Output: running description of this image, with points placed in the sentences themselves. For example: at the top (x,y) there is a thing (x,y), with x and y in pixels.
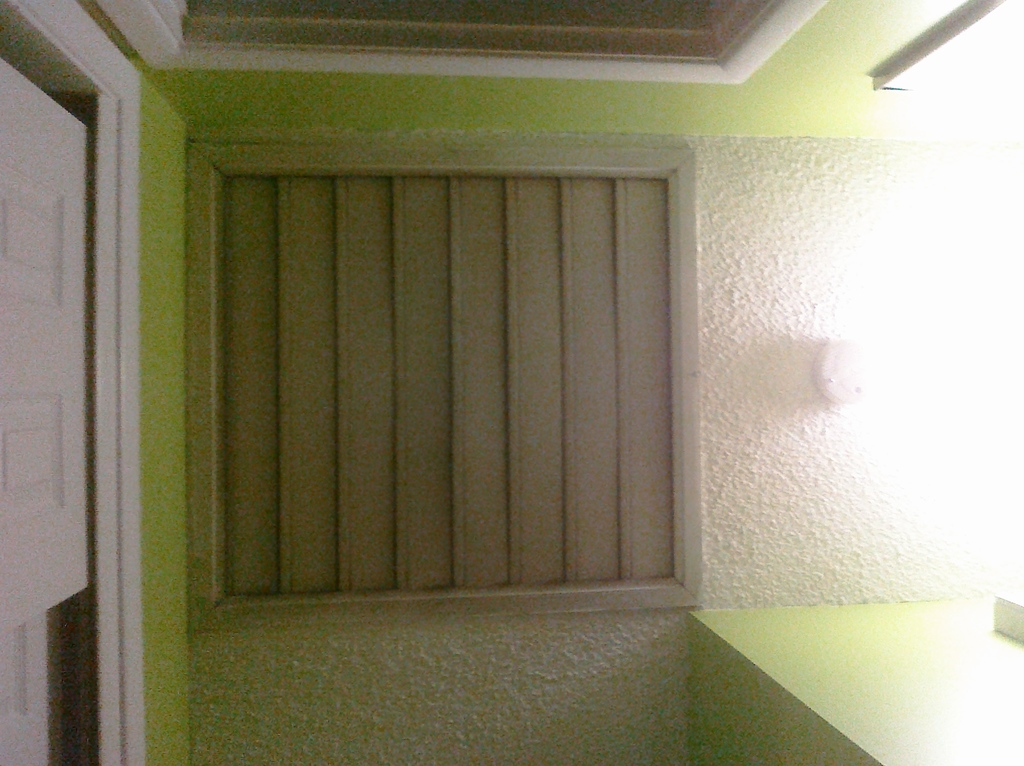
In this image I can see a wall (976,218), a square shaped object (347,307) and other objects (132,739).
